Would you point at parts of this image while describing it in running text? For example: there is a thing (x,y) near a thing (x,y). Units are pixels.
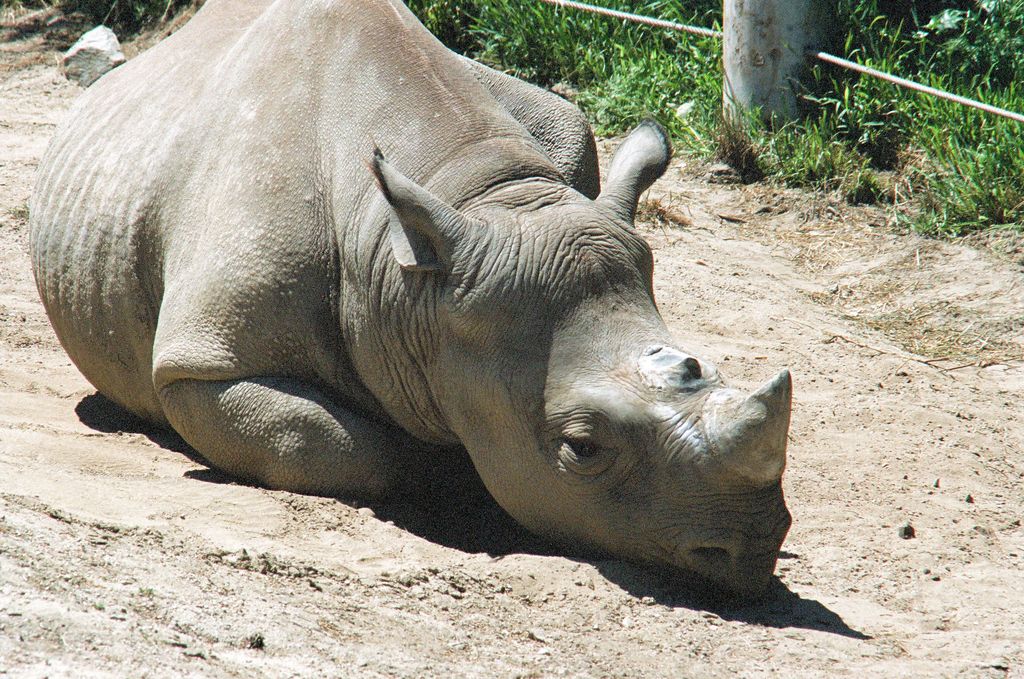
In this image we can see an animal (557,400) on the ground (77,569). In the background (556,46) we can see grass (963,212), stone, rope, and an object (727,16).
